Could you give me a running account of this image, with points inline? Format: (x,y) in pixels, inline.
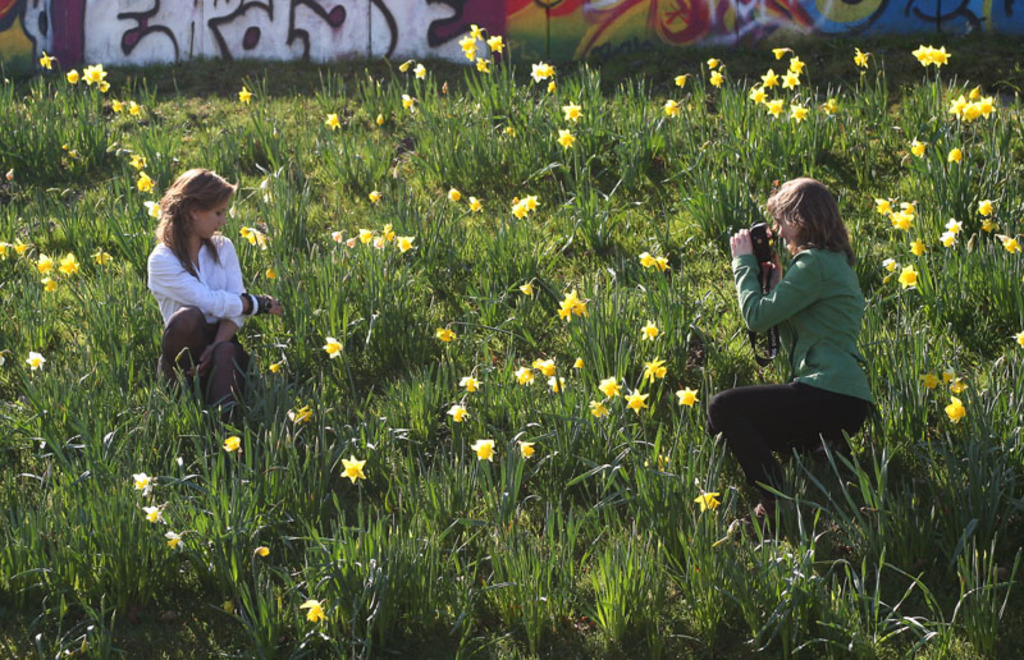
In the image there is a flower garden (480,268) and a woman (214,274) is sitting and posing for the photo and another woman (806,285) is capturing her with the camera (757,247), in the background (385,38) there is a wall (385,38) and on the wall (431,41) there are some paintings (547,53).
